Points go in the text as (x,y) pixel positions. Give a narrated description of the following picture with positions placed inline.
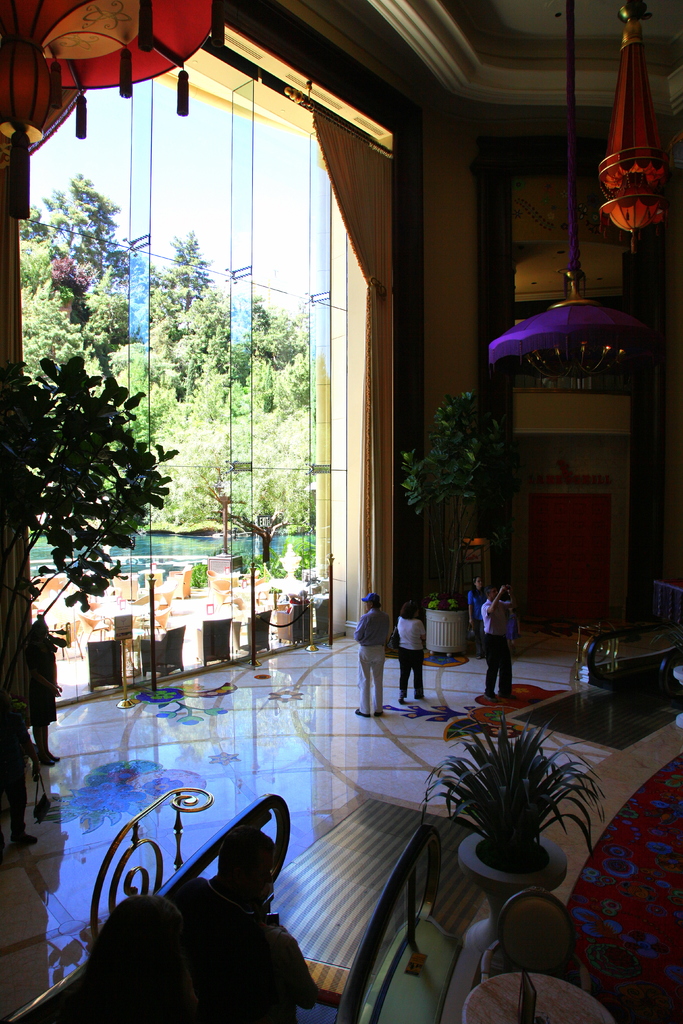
In this image we can see a glass (170,546), Behind the glass (209,556) table (125,605), chairs (177,633) and trees (184,364) are there. At the bottom of the image (510,816) plant (502,814), railing (364,1006), table (520,972) and chair (522,915) are there. At the top of the image (566,335) we can see chandeliers (565,334) are attached to the roof (563,11). In the middle of the image (447,619) one plant (447,607) is there and people (415,670) are standing on the floor (388,718).
